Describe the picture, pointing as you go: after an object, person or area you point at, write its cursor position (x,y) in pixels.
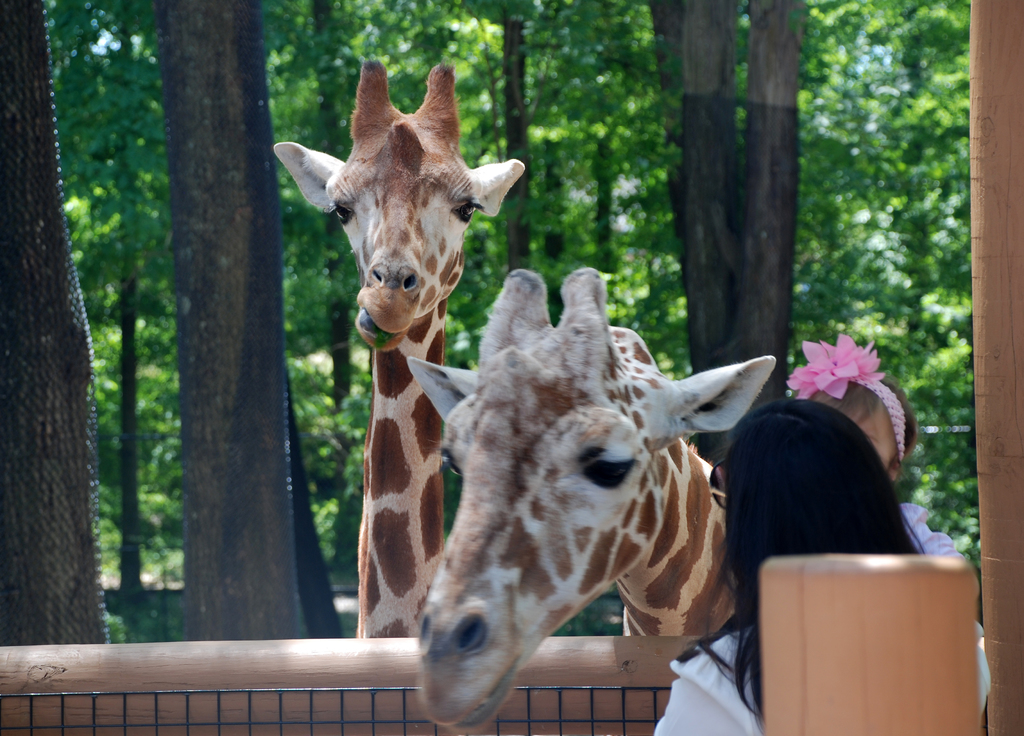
On the right side of the image (982,640) we can see one person (810,517) is standing and she is holding a kid (889,470). And we can see one pole (993,421) and one wooden object (906,611). In the center of the image (427,471), we can see two giraffes (513,401). At the bottom of the image (325,683), there is a mesh (313,723) and one wooden object (299,654). In the background (343,293), we can see trees (325,262).
